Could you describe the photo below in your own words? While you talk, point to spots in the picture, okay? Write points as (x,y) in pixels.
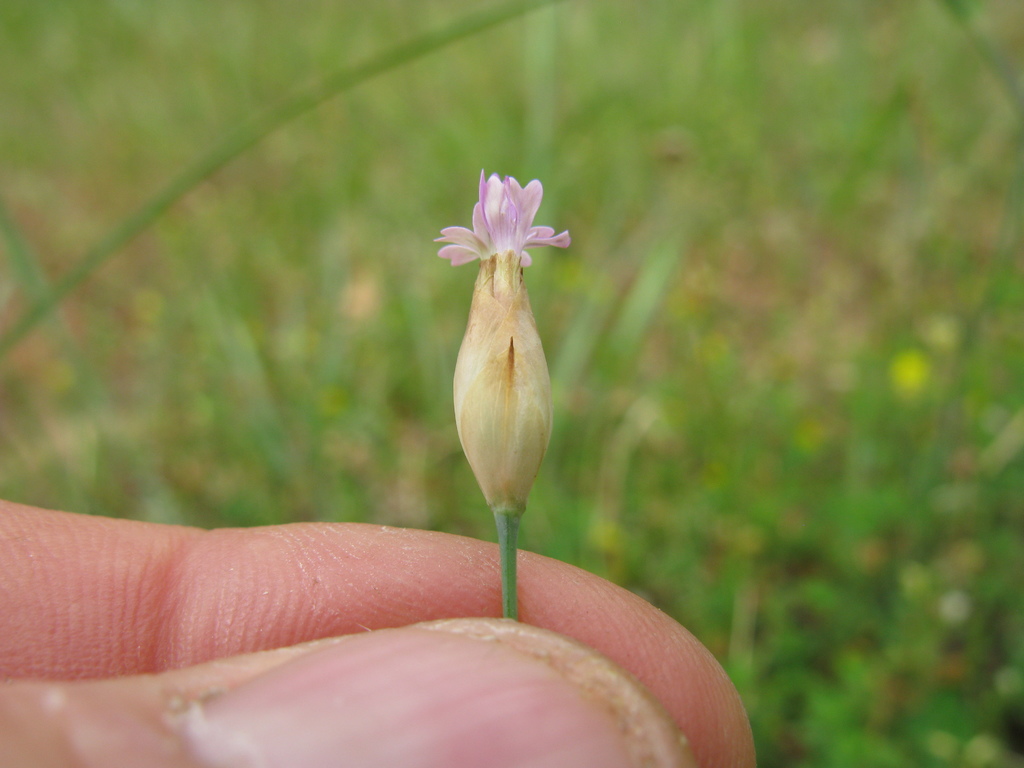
This image is taken outdoors. In the background (645,327) there is a ground (824,475) with grass (682,311) on it. At the bottom of the image (402,678) there is a hand (235,660) of a person (289,645) holding a little flower (504,323) with two fingers (532,632).
